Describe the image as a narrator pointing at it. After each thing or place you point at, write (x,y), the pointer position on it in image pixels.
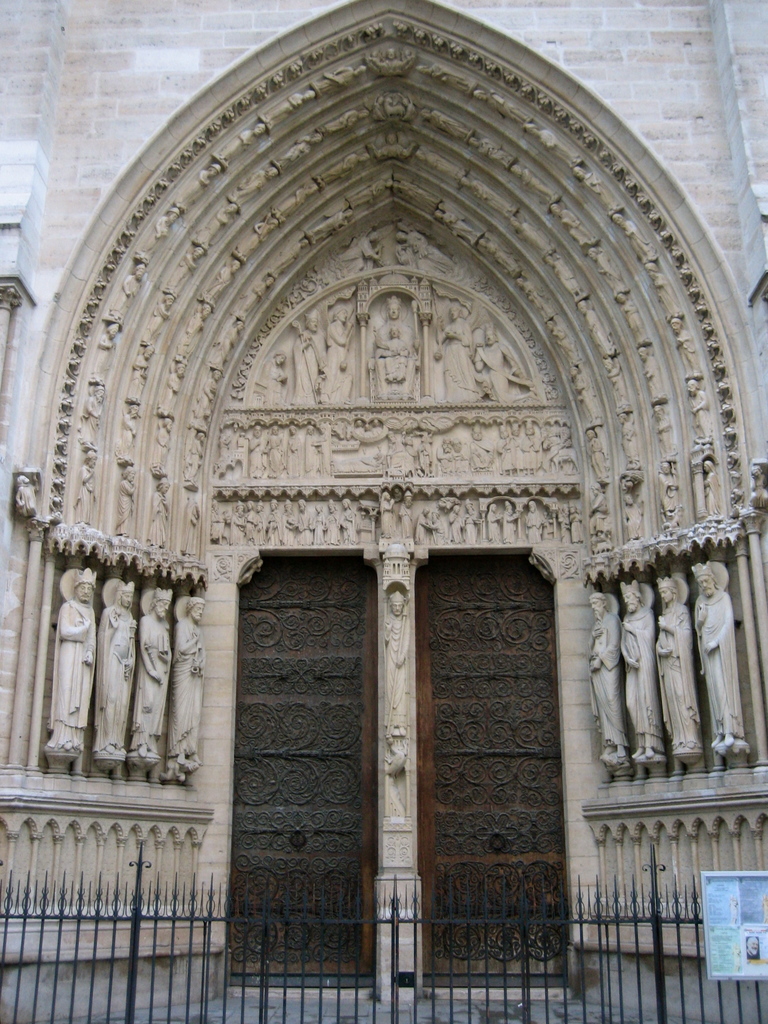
In this image there are two doors (368,636) in the middle (368,636) and there are sculptures (81,657) on either side of the door (344,668). At the top (276,257) there are some engraving (368,245) on the wall (410,347). In front of them there is a fencing (394,960).
